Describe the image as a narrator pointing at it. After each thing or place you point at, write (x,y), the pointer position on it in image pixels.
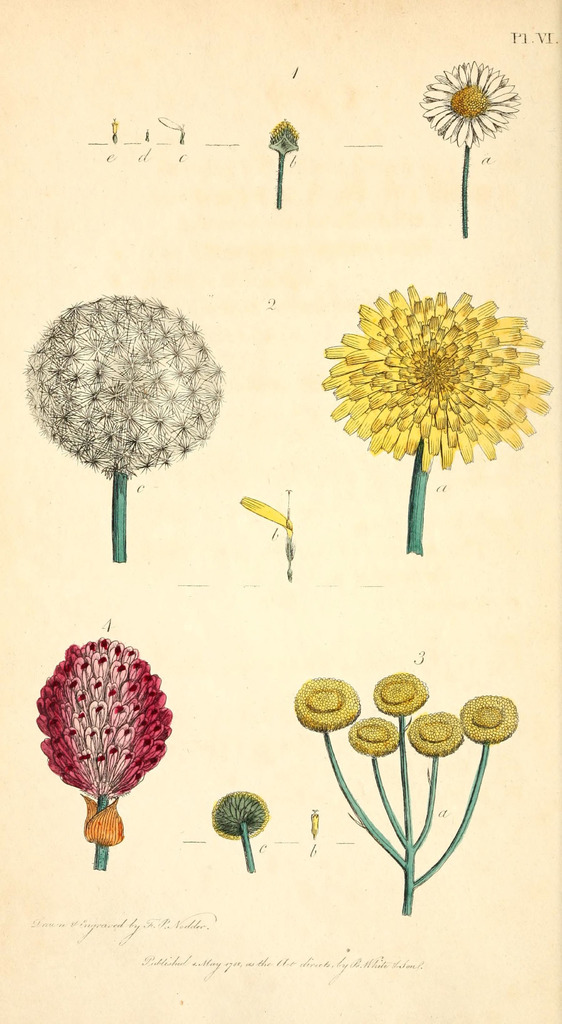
This looks like a paper (237,303). I can see different types of flowers (184,413) and letters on the paper (320,157).
